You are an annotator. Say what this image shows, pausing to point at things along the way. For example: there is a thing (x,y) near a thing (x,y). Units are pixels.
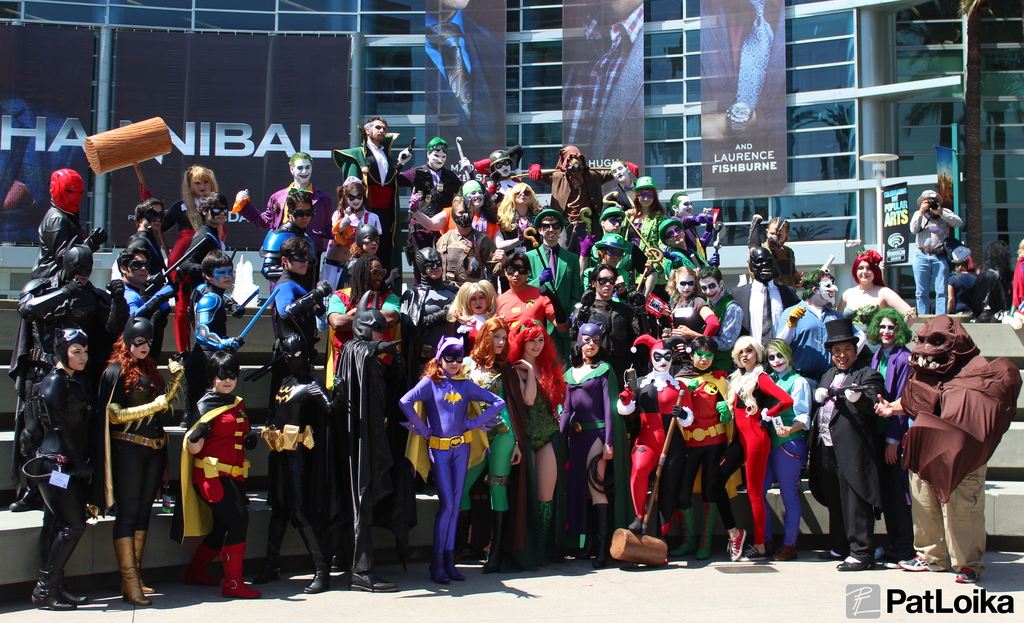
In this image we can see many people (387,361) are in costume (451,328), among them some people (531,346) are holding the objects (719,246), there are some posters (442,99) with images (613,105) and text (891,196), in the background (690,59) we can see a building (830,131).
